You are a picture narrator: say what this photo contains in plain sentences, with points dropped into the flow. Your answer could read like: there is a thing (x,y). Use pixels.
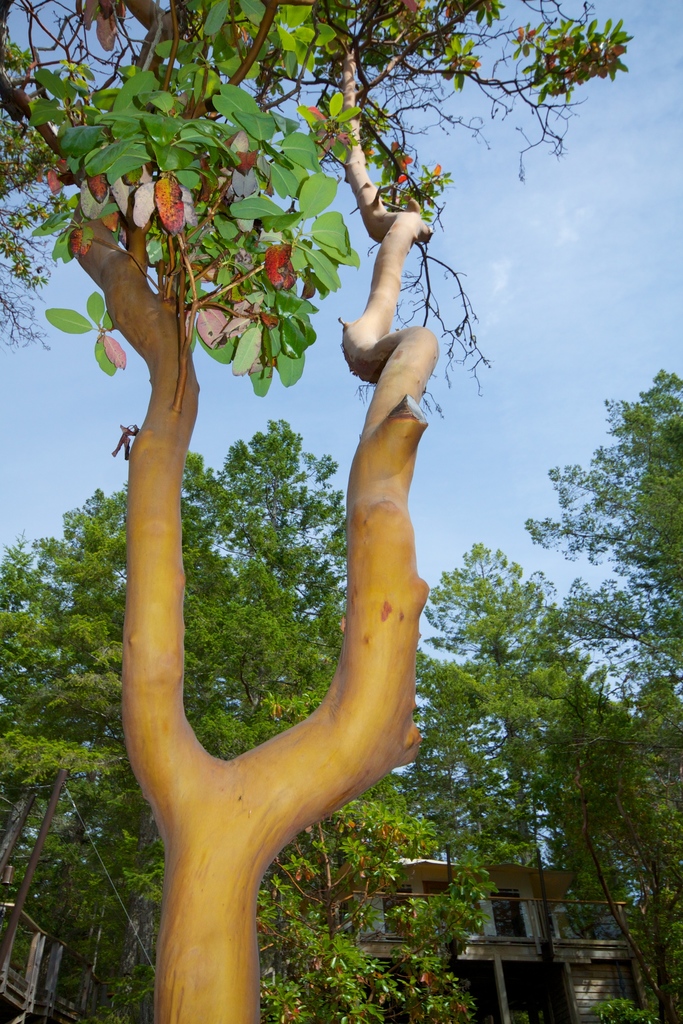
In this picture I can see some trees (336,969) and buildings (550,938).
